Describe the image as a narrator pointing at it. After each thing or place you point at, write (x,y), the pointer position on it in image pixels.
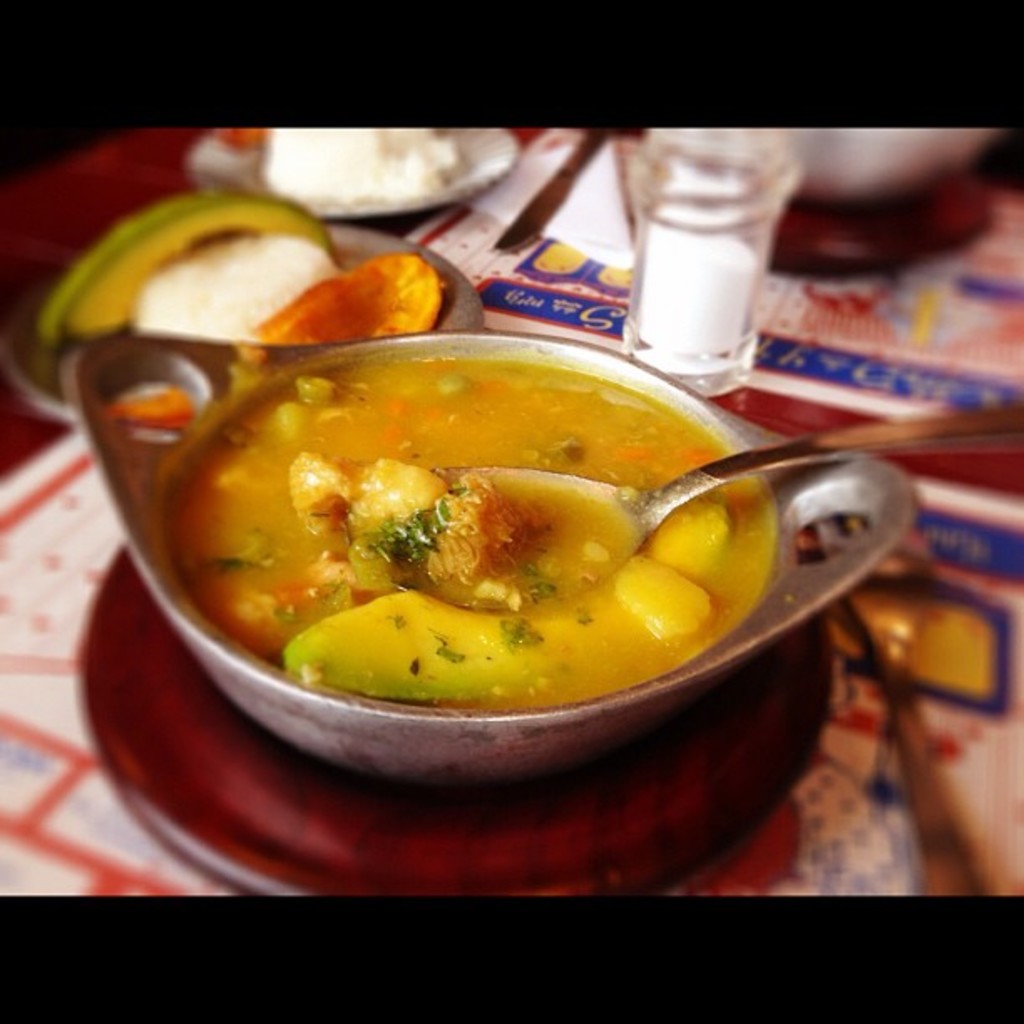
In this picture we can see a bowl (180,621), spoon (908,438), jar (702,302), plates (346,247), knife (581,171), tissue paper (586,188), food items (401,403) and some objects (835,147) and these all are placed on a surface (61,197).
